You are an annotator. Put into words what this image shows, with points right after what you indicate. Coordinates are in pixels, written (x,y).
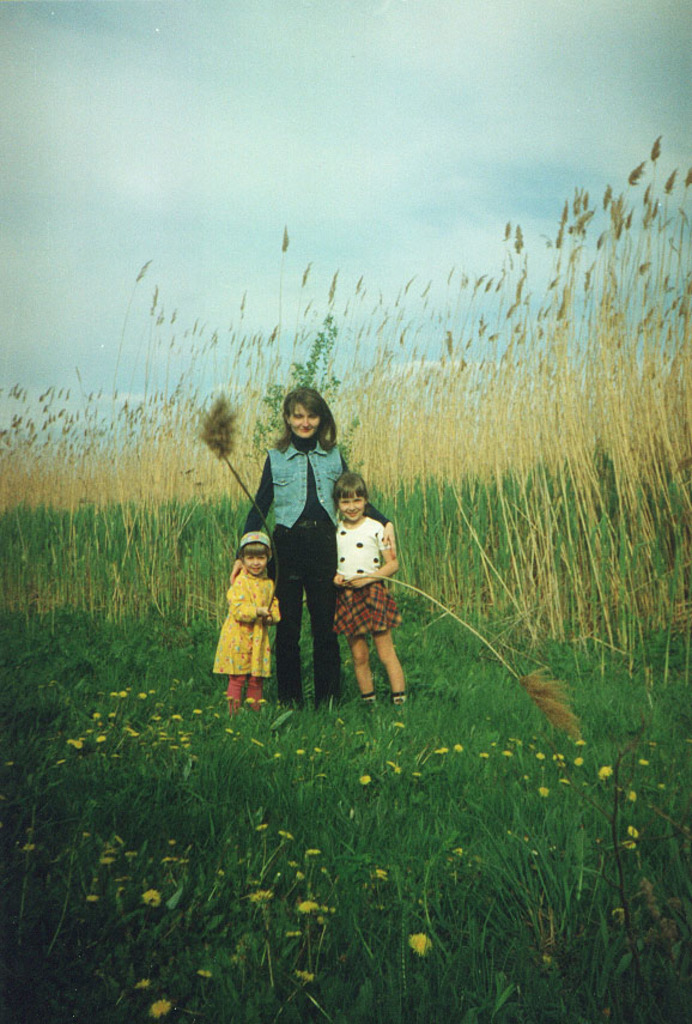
In this picture we can see a woman (304,544) and two kids (385,586) standing, at the bottom (495,756) there is grass (508,844), we can see some plants (551,605) in the background (502,468), there is the sky (318,143) at the top of the picture (300,129).
